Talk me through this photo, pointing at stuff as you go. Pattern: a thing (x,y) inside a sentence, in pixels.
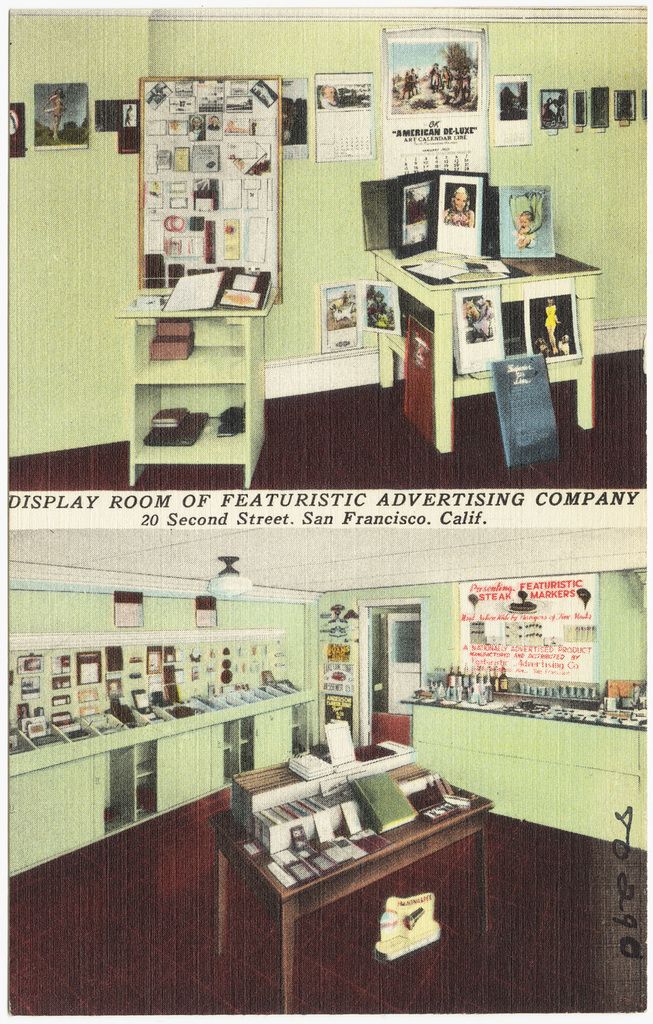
In the image I can the collage of two pictures in which there are some cupboards (173,784), shelves (204,409), tables (264,892) in which there are some things (356,775) placed and also I can see some frames (355,294) to the wall (333,177).
